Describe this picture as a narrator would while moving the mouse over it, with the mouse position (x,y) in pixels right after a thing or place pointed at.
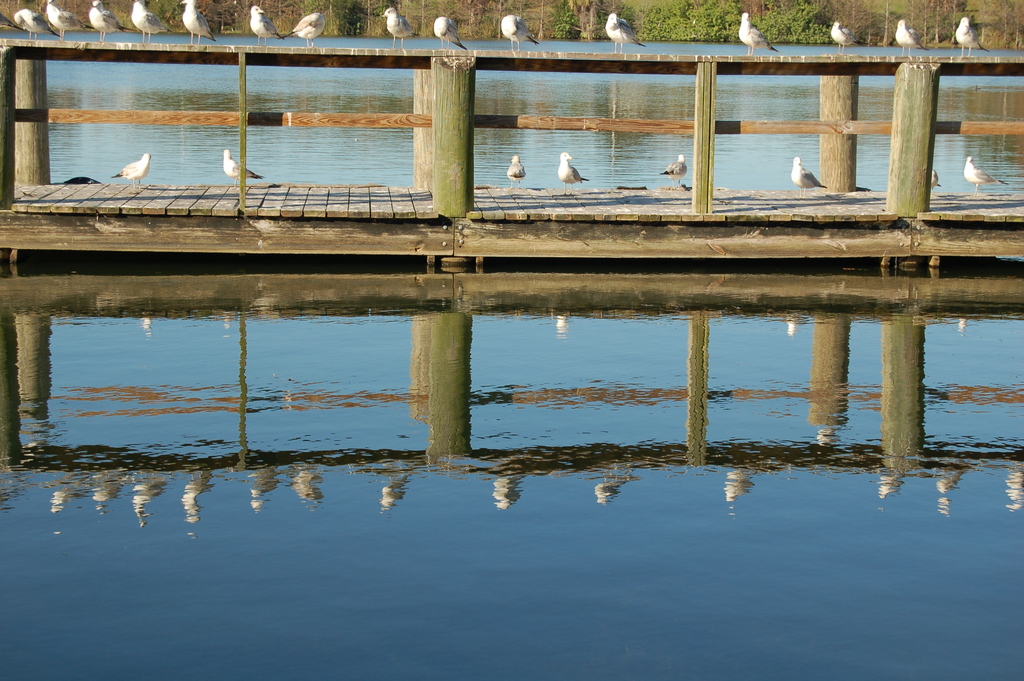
In the image there are many birds (434,27) standing on bridge (464,269) over a lake (617,427), in the background (428,23) there are trees (682,4).
